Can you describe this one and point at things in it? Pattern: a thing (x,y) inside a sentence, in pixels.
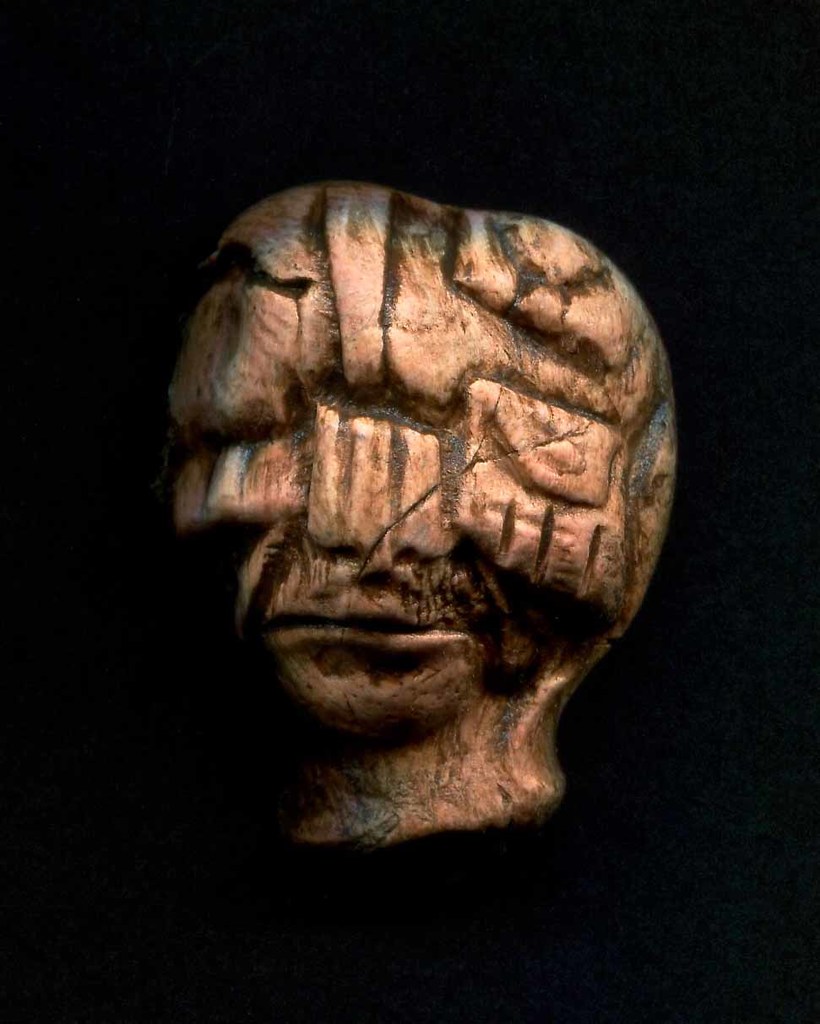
In this image we can see there is an object (359,654). The background (541,137) is dark.
